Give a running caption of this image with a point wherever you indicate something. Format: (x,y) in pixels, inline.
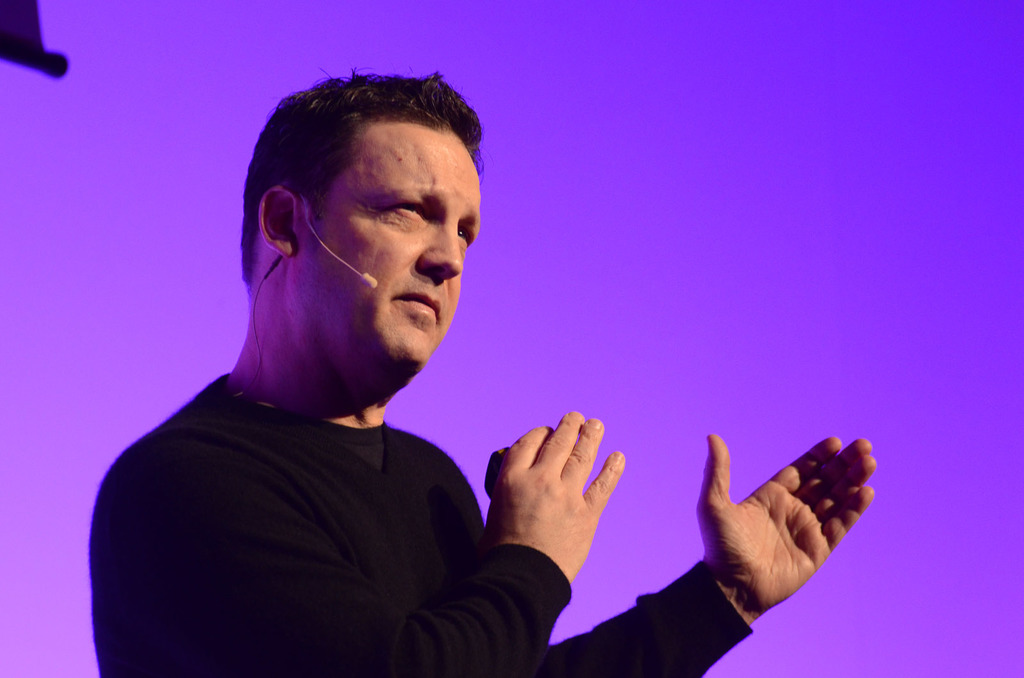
In this picture there is a man (278,499) with black color t-shirt (278,499). At the back (611,196) there is a purple and pink background (633,163). At the top left (52,71) there is an object (19,2).
